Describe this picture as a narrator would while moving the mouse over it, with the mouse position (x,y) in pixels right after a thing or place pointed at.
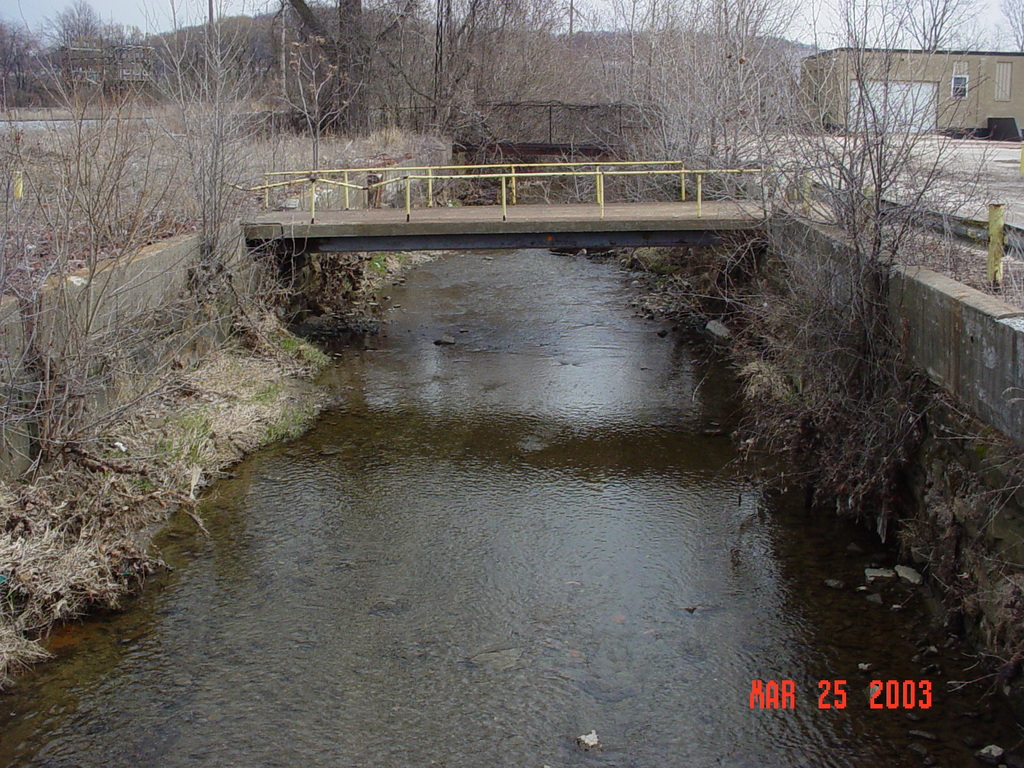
In this picture I can see the bridge (505,179). I can see the water (451,495). I can see trees (866,87). I can see the house (882,74) on the right side (823,87).
